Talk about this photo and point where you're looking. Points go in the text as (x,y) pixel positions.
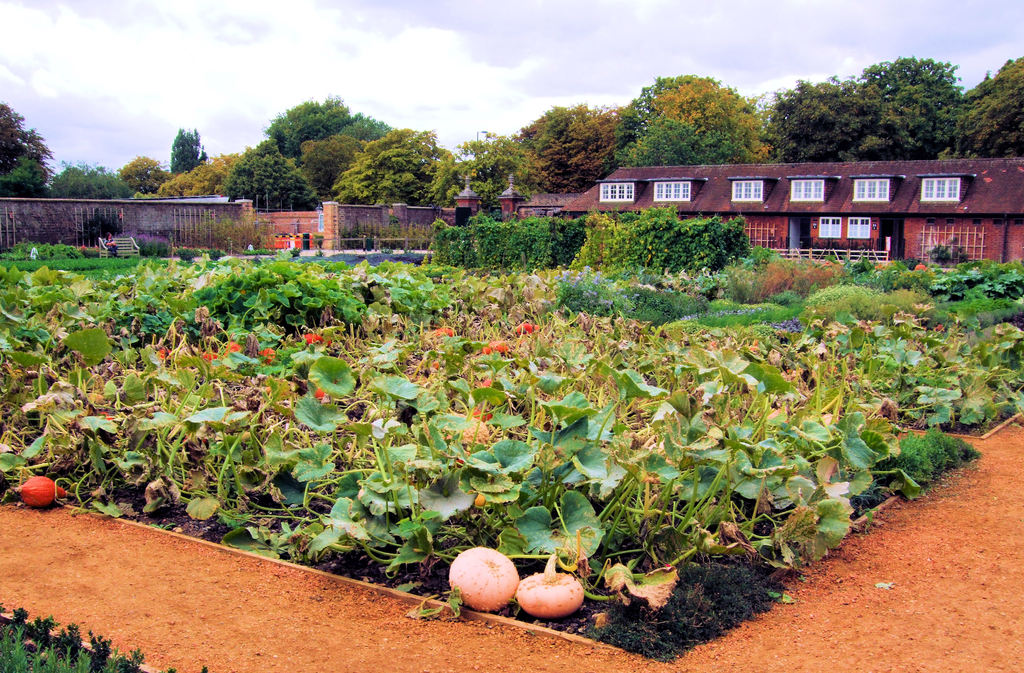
In this image there are creeper plants (561,461) having flowers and vegetables (510,578). Behind there are plants (613,278) on the land (126,260). Left side (106,243) a person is sitting on the bench (118,248). Left side there is a wall (70,240). Right side (995,220) there is a building (626,187). Background (412,184) there are trees (146,165). Top of the image (305,56) there is sky (309,50). Bottom of the image (791,607) there is a path (457,626).
